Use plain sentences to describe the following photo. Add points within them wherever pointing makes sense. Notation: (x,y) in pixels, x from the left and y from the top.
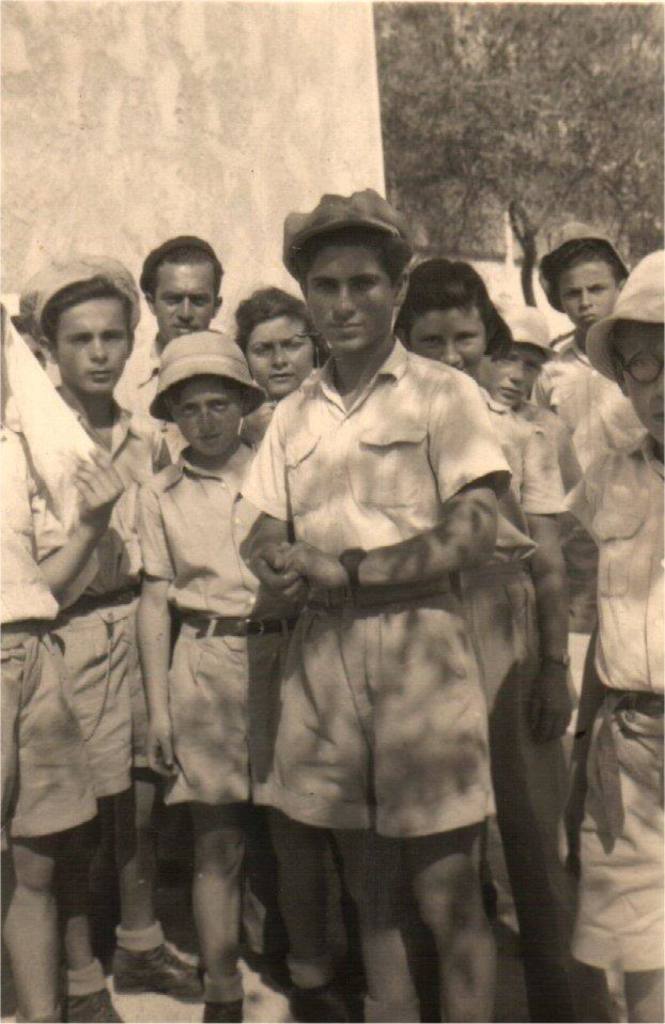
In the middle of the image (228,656) few people (107,272) are standing. Behind them we can see some trees (484,74) and wall (171,74).
